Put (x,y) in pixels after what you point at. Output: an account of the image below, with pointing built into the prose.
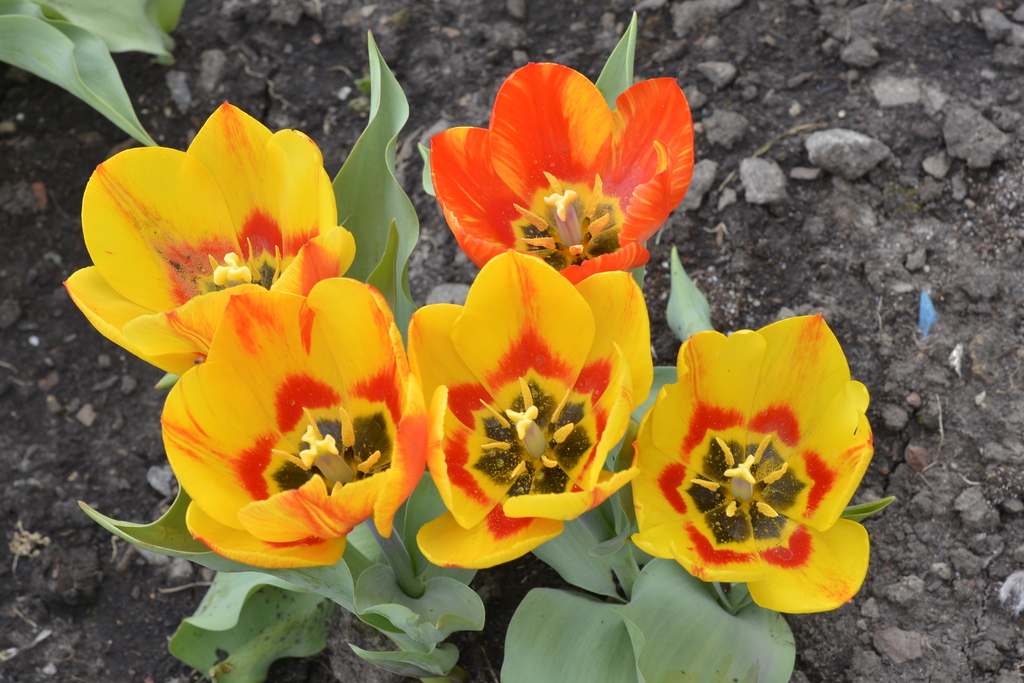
In this image, we can see flower plants (703,460) on the ground (952,387).
